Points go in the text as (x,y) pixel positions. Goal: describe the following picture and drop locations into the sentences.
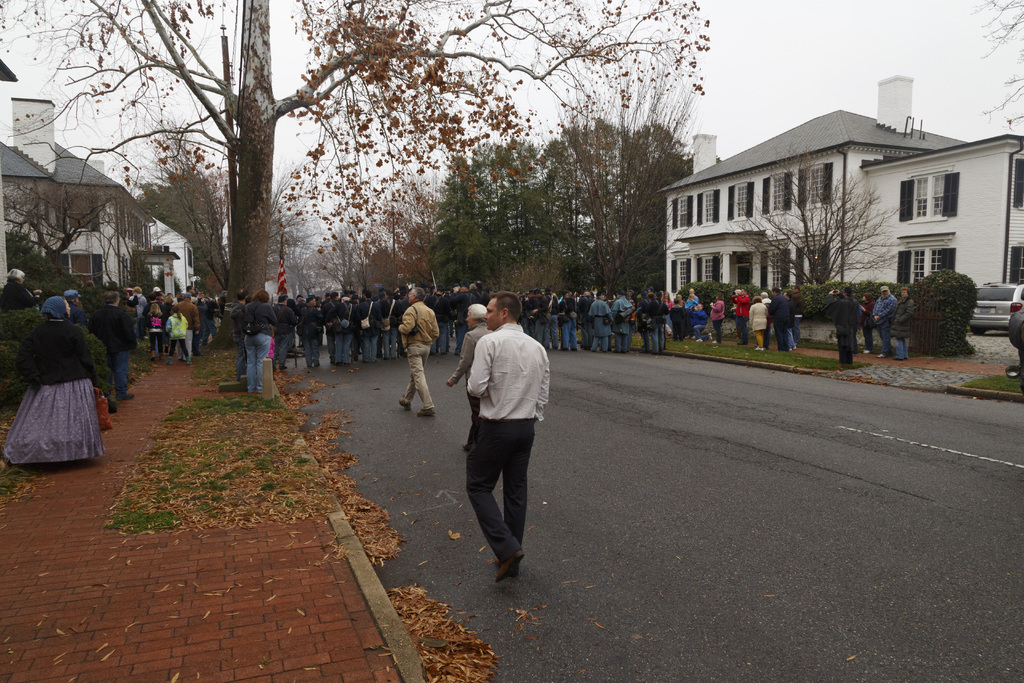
In the picture we can see a road (801,639) on it we can see dried leaves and grass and we can see some trees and some people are standing on the path (212,661) near the houses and on the road (607,509) also we can see some public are standing from one corner to another corner and on the opposite side we can see a grass surface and some people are standing near it and behind them we can see a house building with windows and pillars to it and beside it we can see some trees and sky (213,54) behind it.
